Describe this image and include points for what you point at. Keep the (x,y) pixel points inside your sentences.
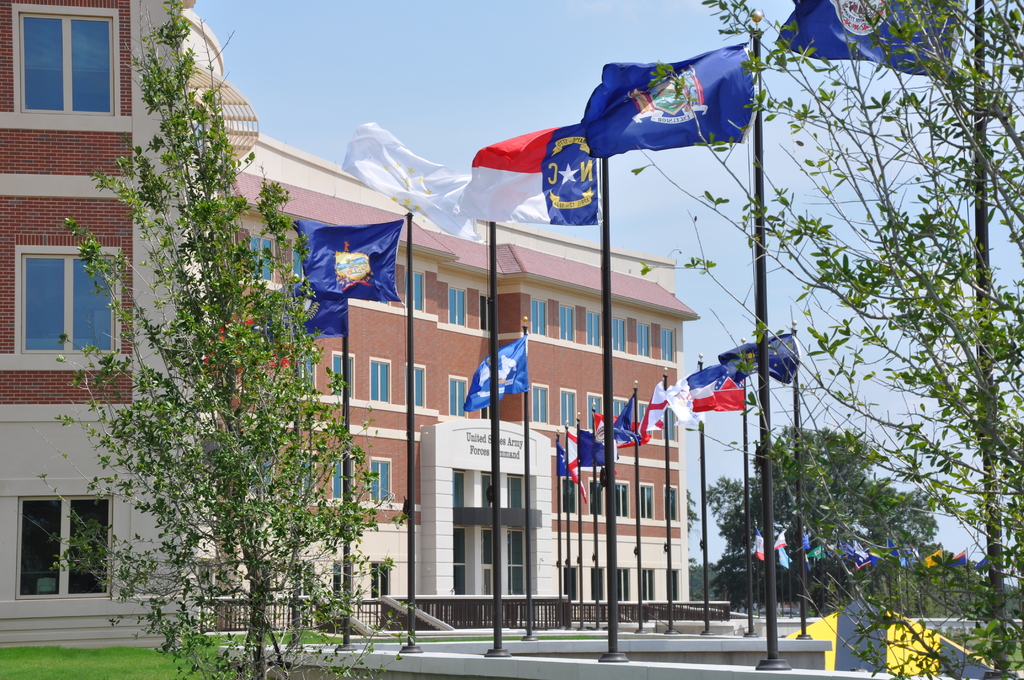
In this image I can see a building (29,352), in front of building (422,357) I can see flags (331,309) and stands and trees (939,277) and road (427,649), at the top I can see the sky (582,3).
